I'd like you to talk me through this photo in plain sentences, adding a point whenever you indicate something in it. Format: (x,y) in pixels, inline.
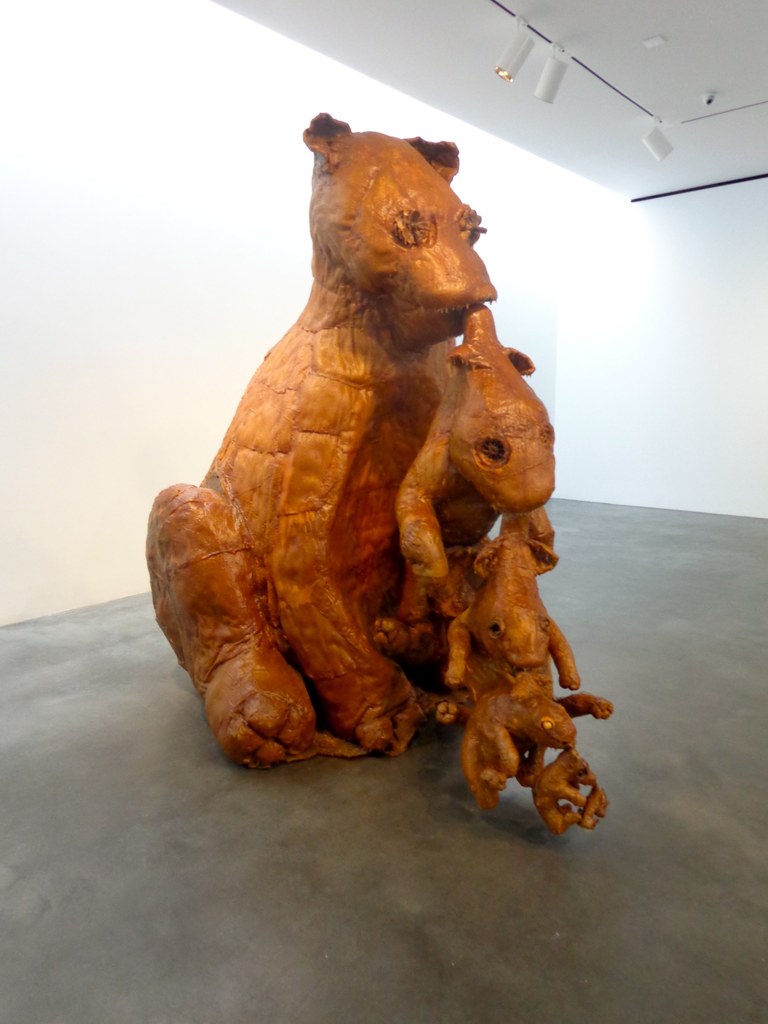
This image is taken indoors. At the bottom of the image (254,877) there is a floor (396,904). In the background (295,266) there is a wall (511,233). At the top of the image (569,47) there is a ceiling (683,137) and there are few lights (659,134). In the middle of the image (366,536) there is a sculpture of animals (423,622).
